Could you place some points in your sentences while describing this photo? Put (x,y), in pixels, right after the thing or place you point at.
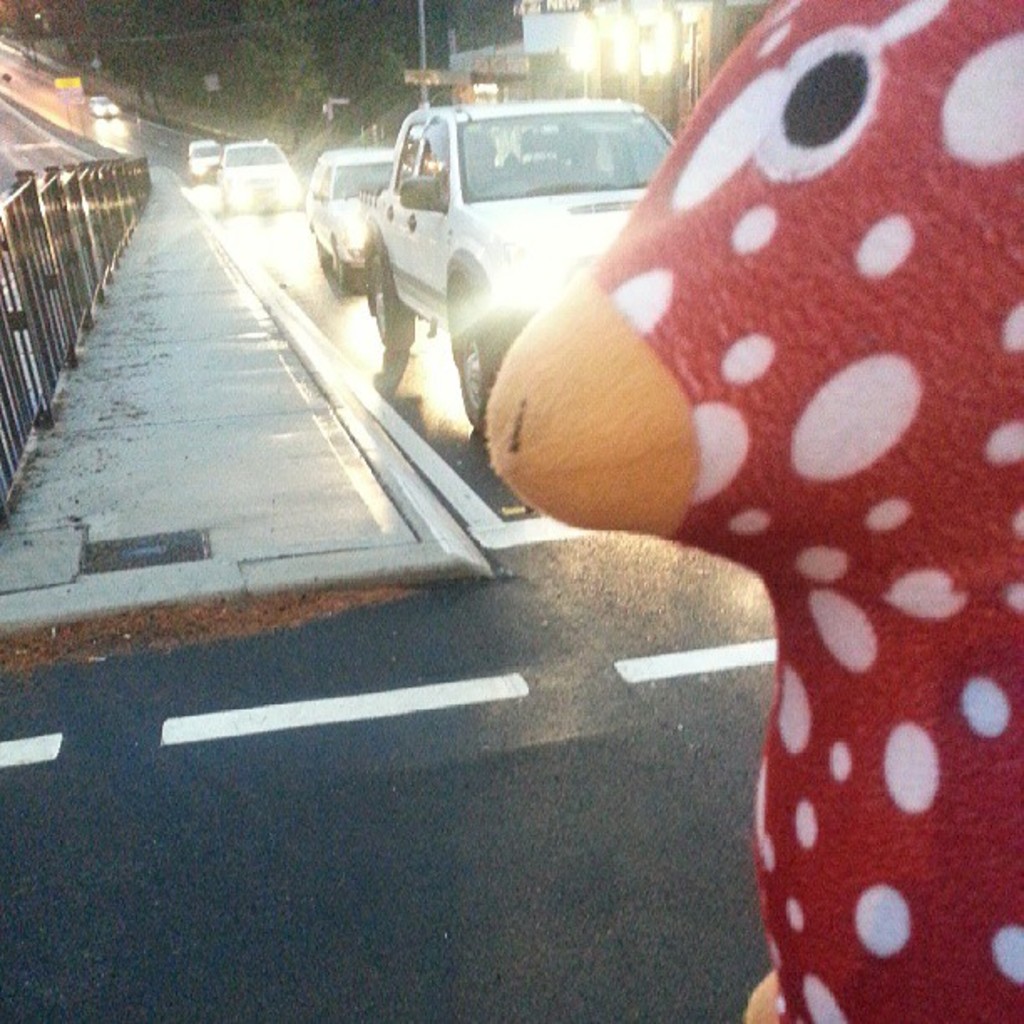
On the right side (870,537) we can see a object (883,626) with red color. On that there are white spots (834,469). In the back (419,223) there are vehicles (535,292) on the road (307,306). On the left side (197,289) there is a sidewalk (162,330) with railings (57,281). In the back (196,58) there are trees (352,42). Also there are lights (631,50). And there is a road (317,816) at the bottom (310,757).
